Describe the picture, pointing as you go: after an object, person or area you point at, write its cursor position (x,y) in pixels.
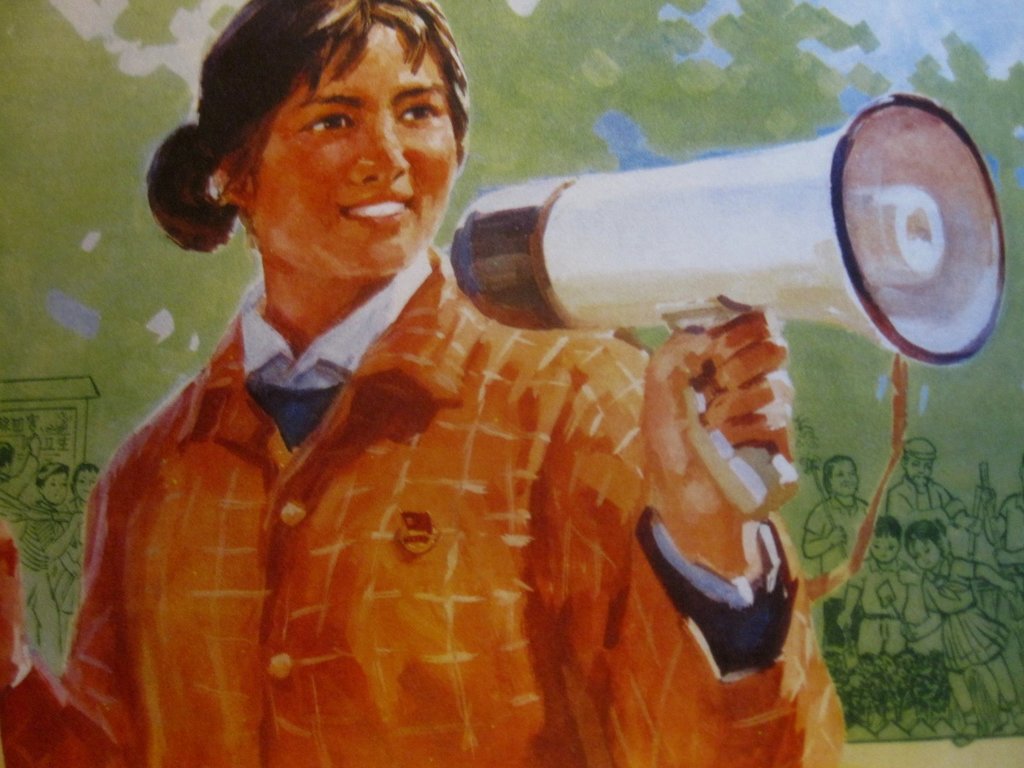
This image is a painting. In the center of the image (409,342) we can see a lady (312,80) standing and holding a megaphone (744,232). In the background (921,405) there are people (68,574), trees (561,160) and sky (873,60).
